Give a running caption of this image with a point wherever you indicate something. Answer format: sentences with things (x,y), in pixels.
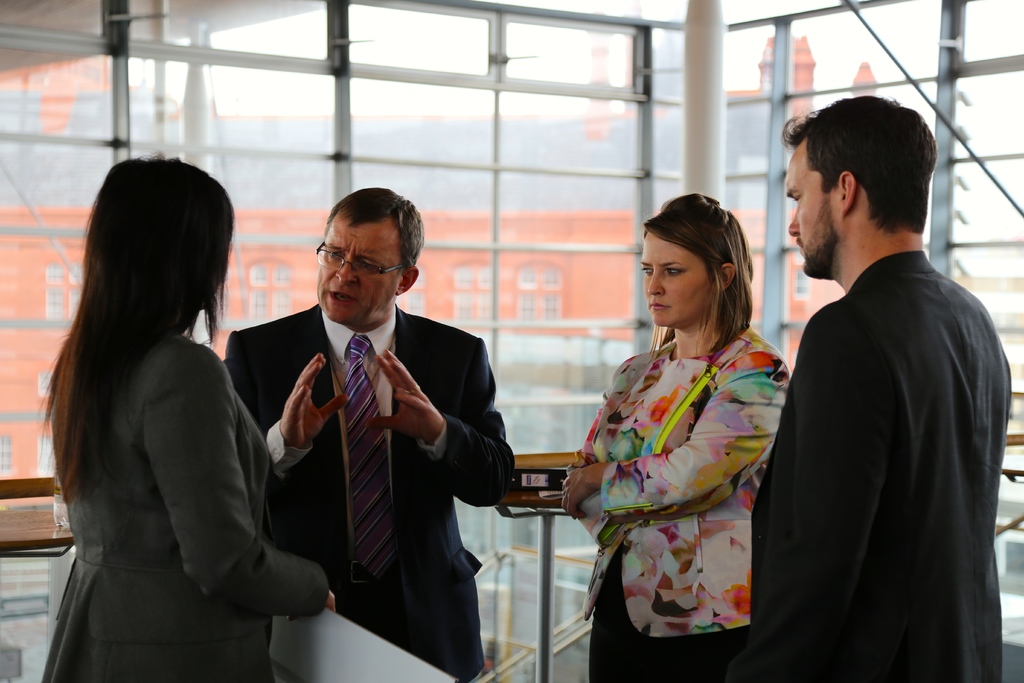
In this picture there is a man (392,460) who is wearing suit (418,496), shirt (438,450) and spectacle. He is standing near to the woman (154,445) who is wearing blazer (102,559). On the right (869,461) there is a man (922,334) who is standing near to the women (697,300). Back of them we can see tables (523,504), file (559,479) and book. In the background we can see the buildings (610,193). At the top (516,68) there is a sky (456,16).
